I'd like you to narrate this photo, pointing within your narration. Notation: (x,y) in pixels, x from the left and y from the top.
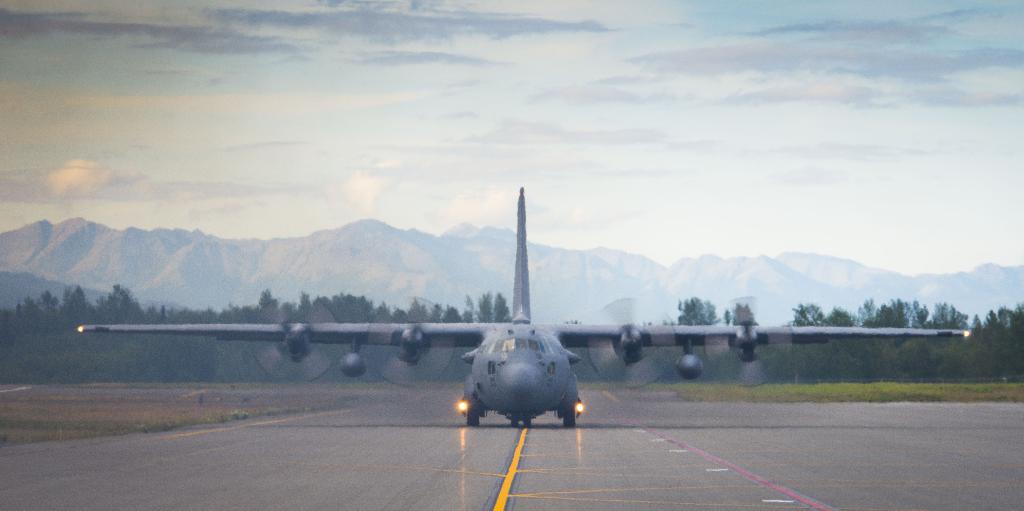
This picture consists of a flight (538,375) visible on floor (144,454), in the middle (554,284) there is the hill (360,284), some trees (64,359), at the top (723,68) there is the sky (535,68) visible.
